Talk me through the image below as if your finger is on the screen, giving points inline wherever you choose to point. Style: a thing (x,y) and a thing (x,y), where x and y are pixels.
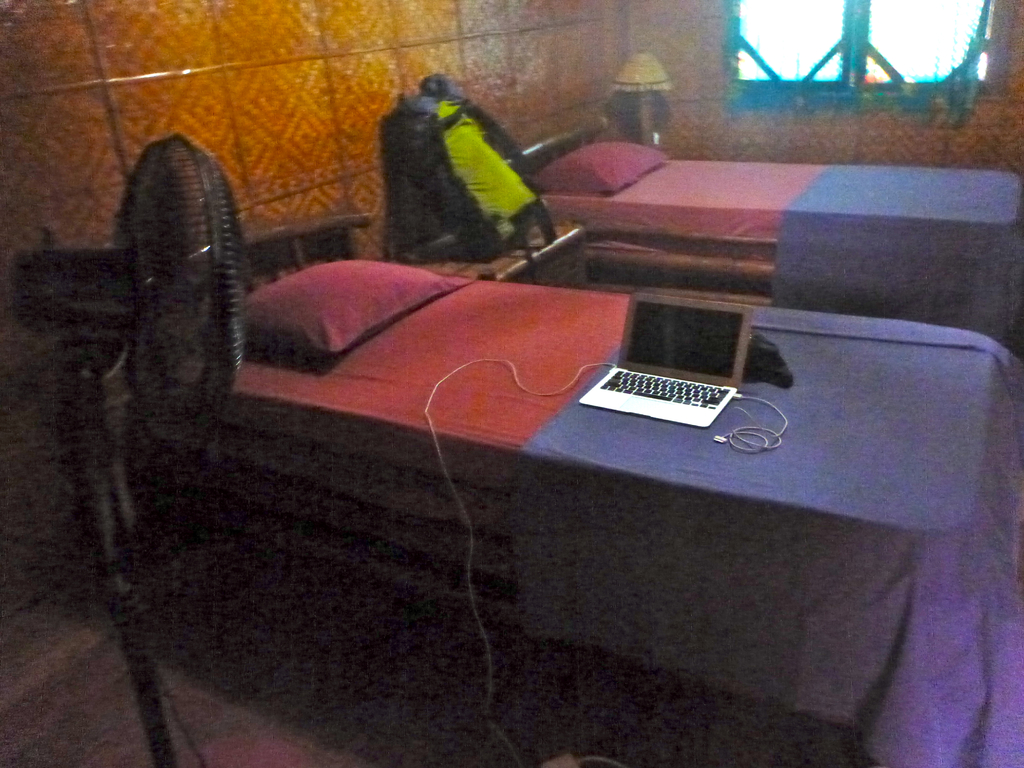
In the center of the image (530,299) we can see laptop (687,318) placed on the bed (604,353). In the background (823,15) we can see window (873,31), wall (600,79), light (641,78). On the left side of the image (159,385) we can see fan (96,386).
